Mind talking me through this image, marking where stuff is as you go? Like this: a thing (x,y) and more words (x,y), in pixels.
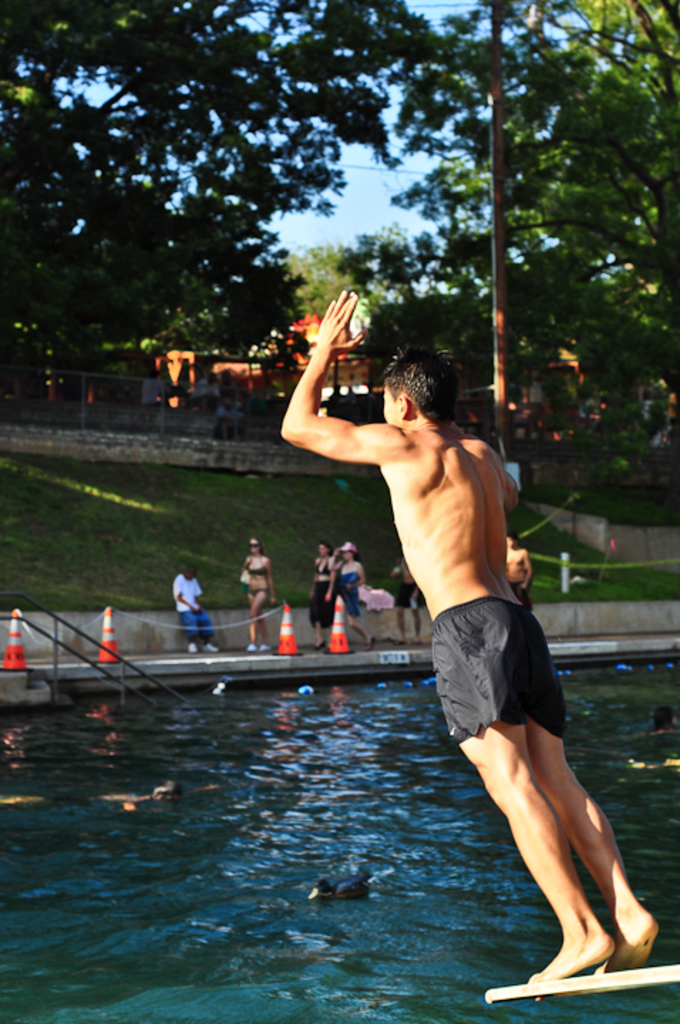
In this image I can see a person (564,967) standing on a swimming pool diving board (586,983). There are few people (323,569), there are trees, and there are cone bar barricade (291,628). Also there is water (389,693) and in the background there is sky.
